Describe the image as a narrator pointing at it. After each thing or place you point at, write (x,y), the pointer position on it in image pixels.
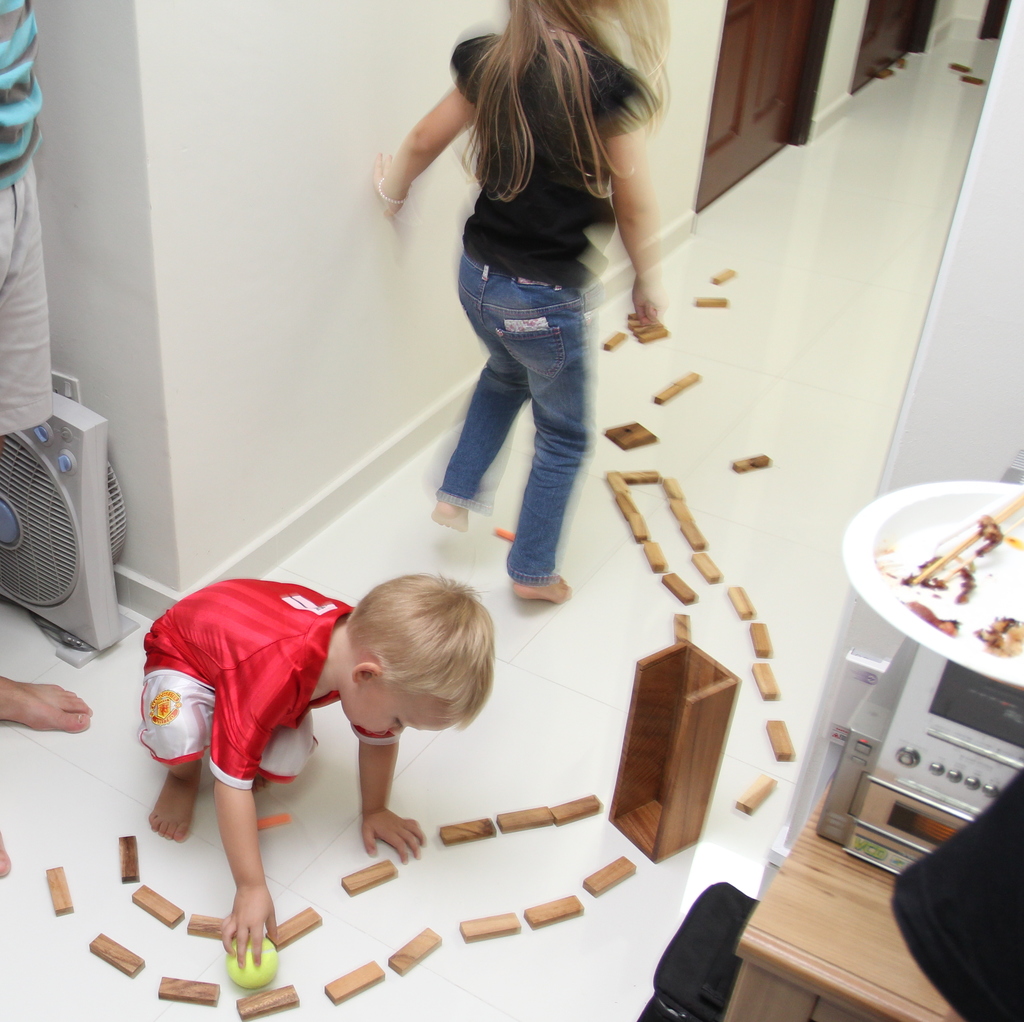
This is a picture of in side view of a building (919,191) and on the left side (14,279) I can see a person (20,182) wearing a blue color t-shirt (0,161), and left side (125,150) I see wall (184,70) and there is a door (781,45) on the right side (757,59), on the right side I can see a table (825,878), on the table (832,858) there is a stereo (936,764) kept on the table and there is a plate (909,594) on the stereo (938,744) and there are two children's (255,951) visible.
